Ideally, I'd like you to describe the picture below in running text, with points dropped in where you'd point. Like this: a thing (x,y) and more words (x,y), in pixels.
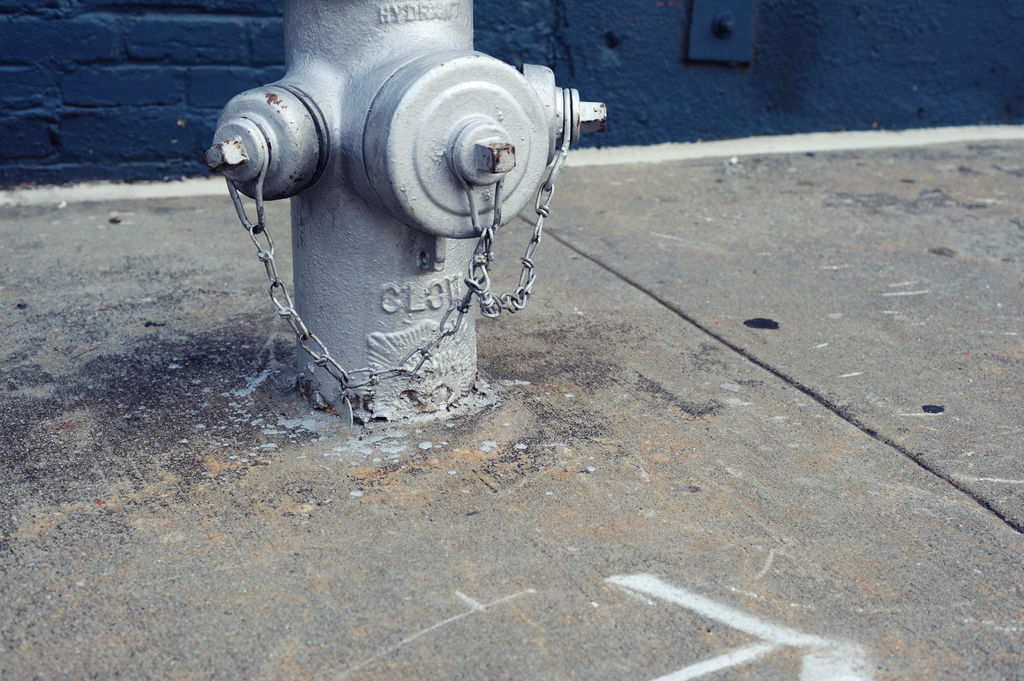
On the left side (312,211), there is a gray color pole (385,300) having two chains (549,183) and three valves (448,206), on a footpath (500,256). In the background (791,43), there is a blue color wall (533,32).
